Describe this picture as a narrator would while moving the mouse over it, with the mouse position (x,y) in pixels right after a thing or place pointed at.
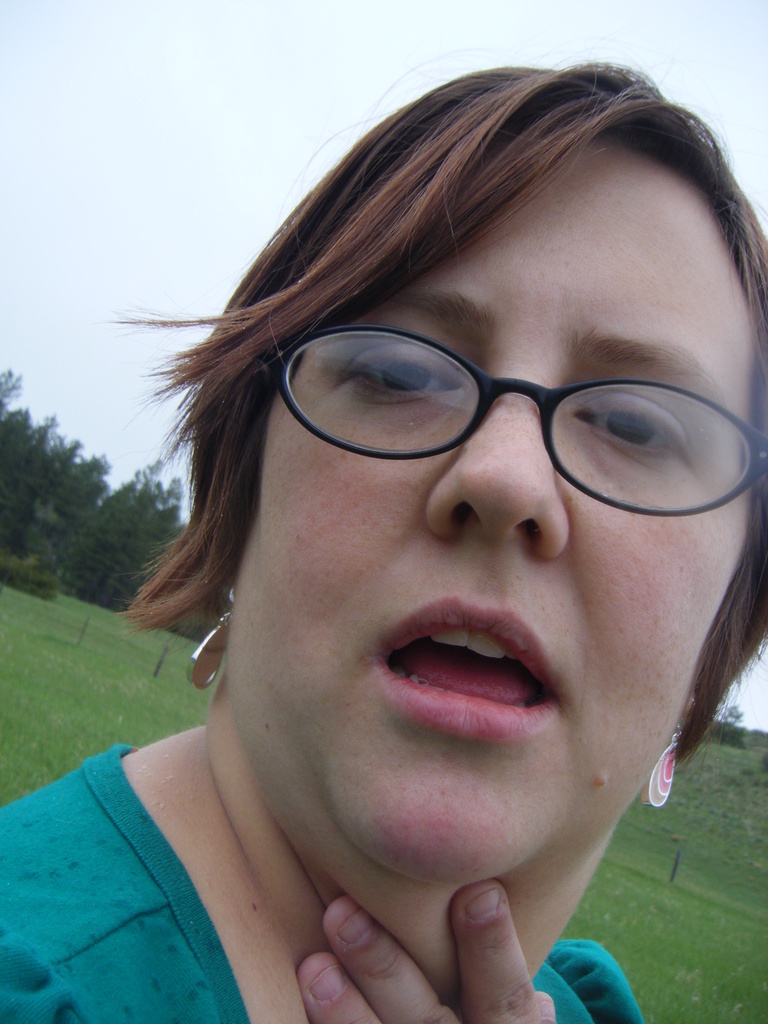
This woman (462,322) wore spectacles (639,413) and looking forward. Background (17,693) there are trees (129,552) and grass (76,701).
